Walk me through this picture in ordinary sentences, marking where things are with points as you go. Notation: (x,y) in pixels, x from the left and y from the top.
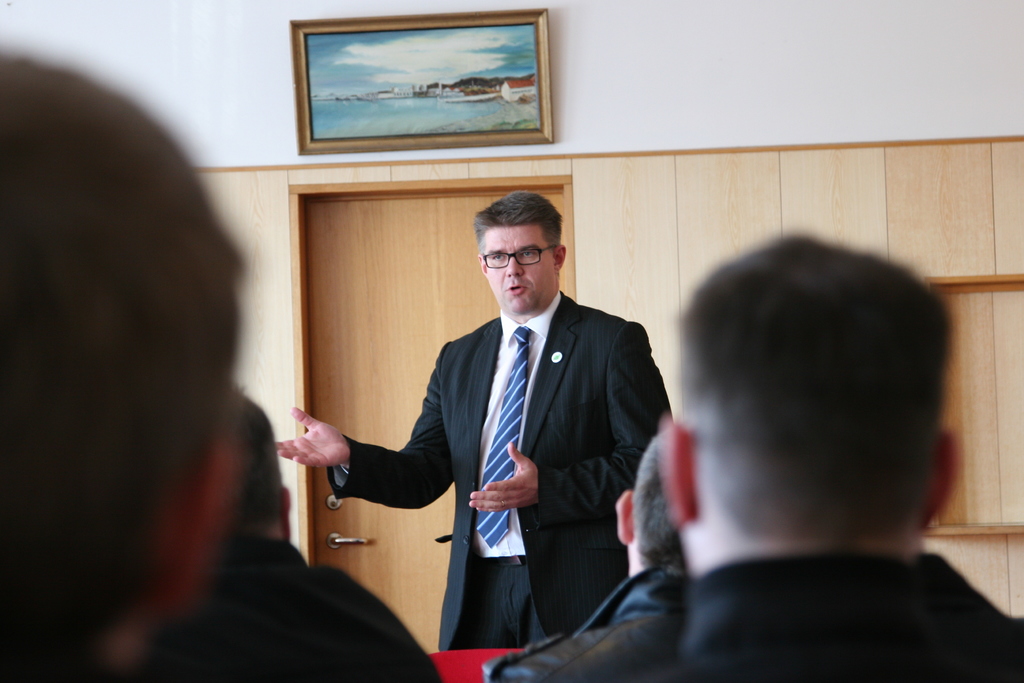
In this image there is a man (484,463) in the middle (522,380). In front of him there are few other people (598,639) who are sitting in the chairs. In the background (370,234) there is a door (344,233). Above the door (343,255) there is a photo frame (442,74).
